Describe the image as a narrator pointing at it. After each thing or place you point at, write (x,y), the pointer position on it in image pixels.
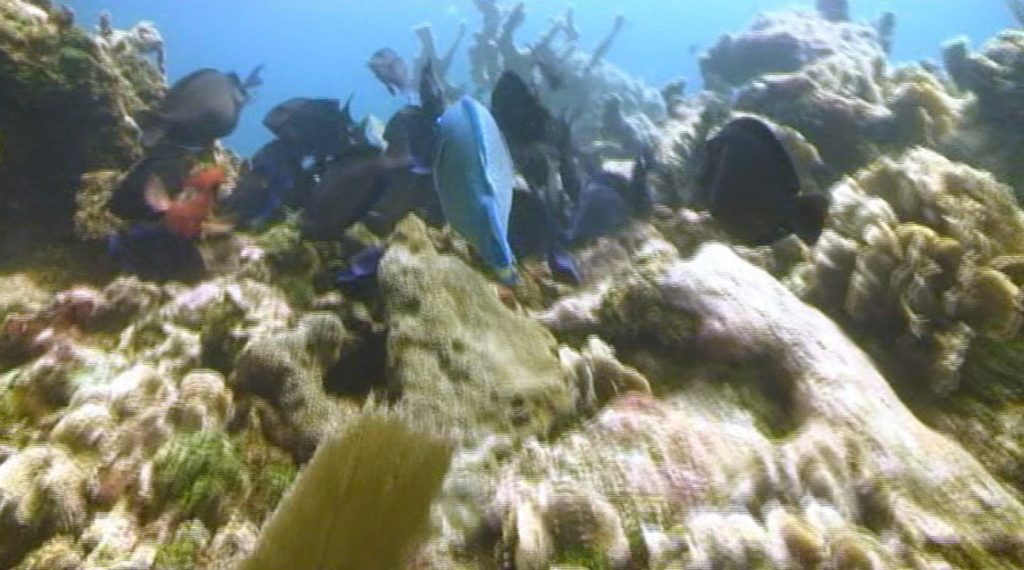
In this image we can see some fish (378,135) in the water (283,79), also we can see some underwater plants (606,250).
